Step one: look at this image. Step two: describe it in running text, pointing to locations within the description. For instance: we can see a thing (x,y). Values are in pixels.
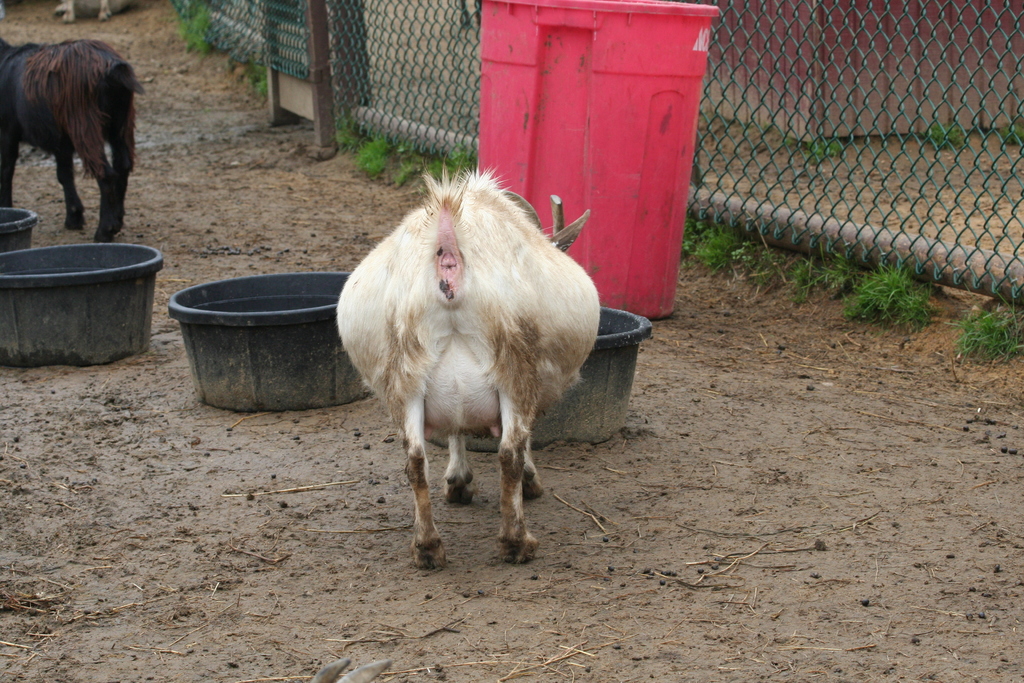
In this image there are animals (526,363), containers (590,358), bin (511,165), mesh (974,121), grass (701,243) and objects (380,120).
